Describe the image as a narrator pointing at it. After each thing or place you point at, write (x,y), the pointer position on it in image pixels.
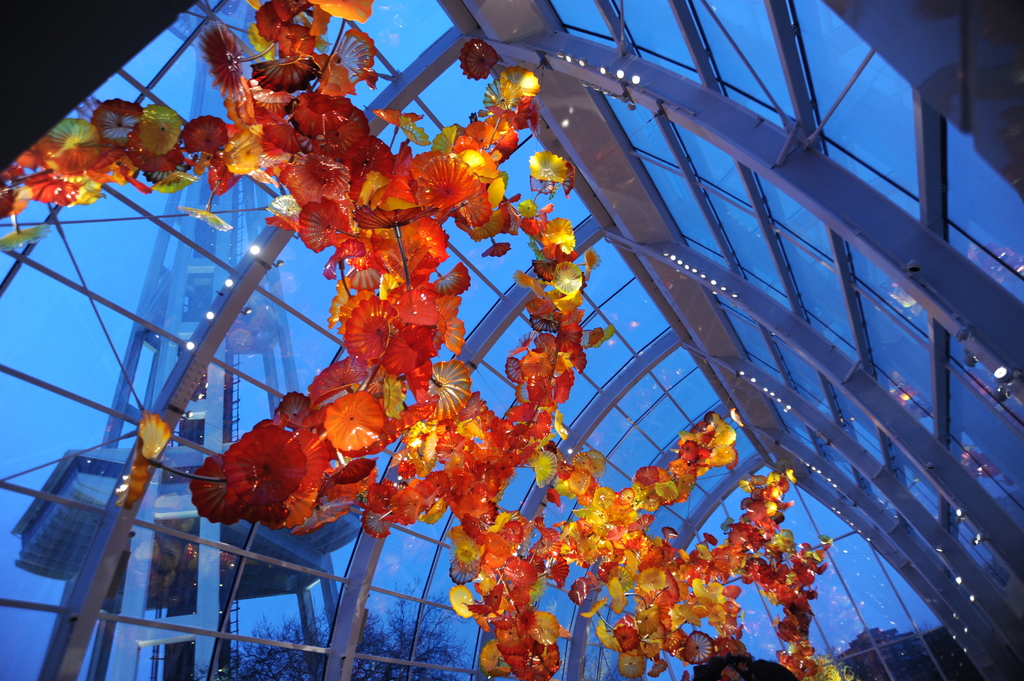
In this image, these look like the artificial flowers (663,549), which are used for decorating. This is the roof (619,45) with the glass doors (861,178). I can see the tower (229,354). At the bottom of the image (394,629), these look like the trees (426,652).
